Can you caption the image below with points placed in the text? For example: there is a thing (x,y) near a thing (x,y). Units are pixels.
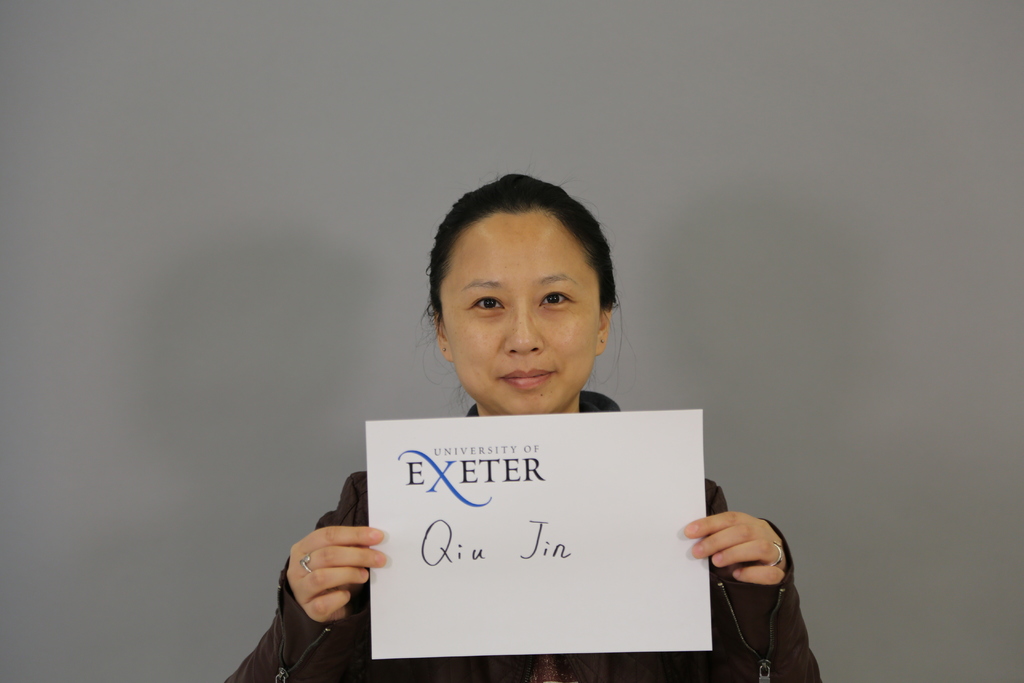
In this picture we can see a woman (310,598) holding a card (686,616) with a name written on it. She is looking at someone.
